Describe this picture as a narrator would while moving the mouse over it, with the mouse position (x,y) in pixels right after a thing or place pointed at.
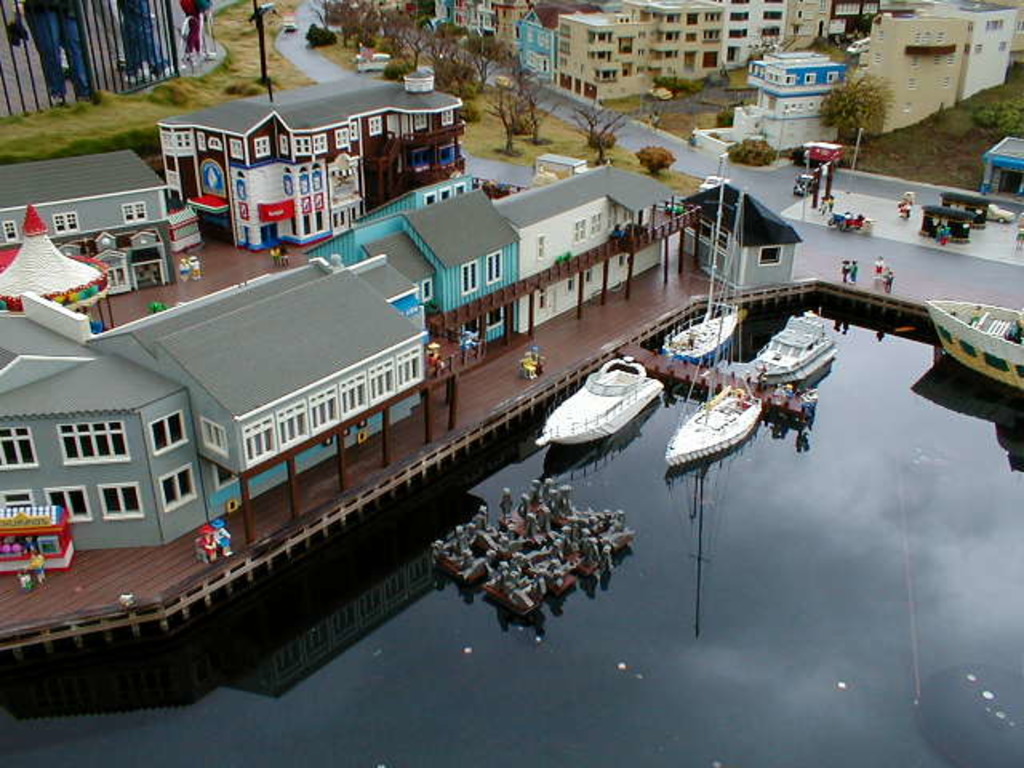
This is an aerial view and here we can see buildings (428,213), trees (316,45), poles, vehicles (859,216) and people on the road (930,254) and there are boats (547,435) on the water (685,638).
